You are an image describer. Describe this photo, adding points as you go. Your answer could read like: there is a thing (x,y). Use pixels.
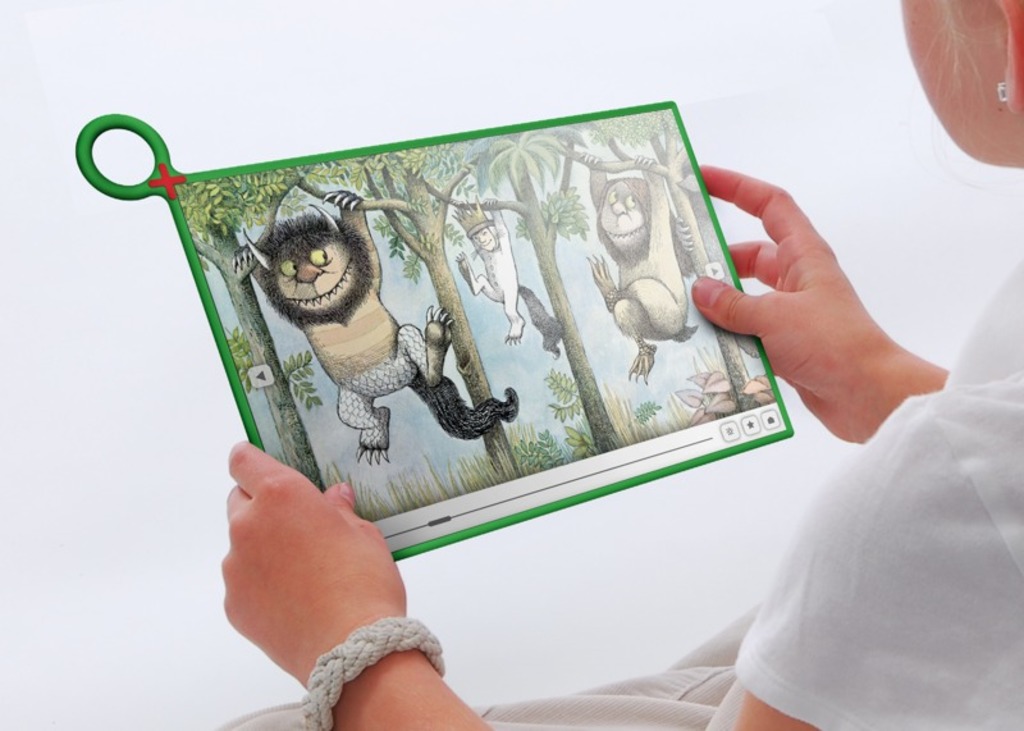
In this image I can see a person (338,716) and I can see this person (872,554) is wearing white colour dress (858,601). I can also see this person (374,575) is holding a green colour board (202,228) and on it I can see few cartoons (360,217) and depiction picture (523,312) of trees (587,363).
